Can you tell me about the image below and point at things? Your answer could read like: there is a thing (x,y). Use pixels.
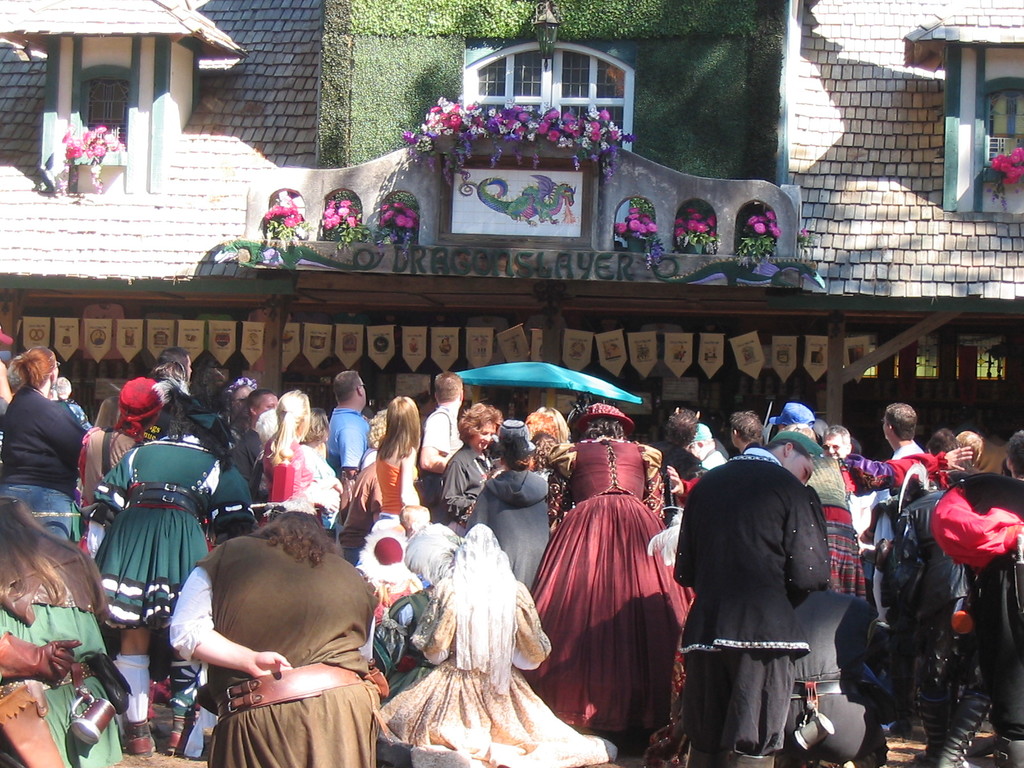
In this image, we can see a group of people (142,516). Few people (271,526) are wearing costumes (389,589). In the background (560,393), there are poles (274,376), decorative objects (585,360), wall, glass windows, flowers (392,233) and few things (540,386).
